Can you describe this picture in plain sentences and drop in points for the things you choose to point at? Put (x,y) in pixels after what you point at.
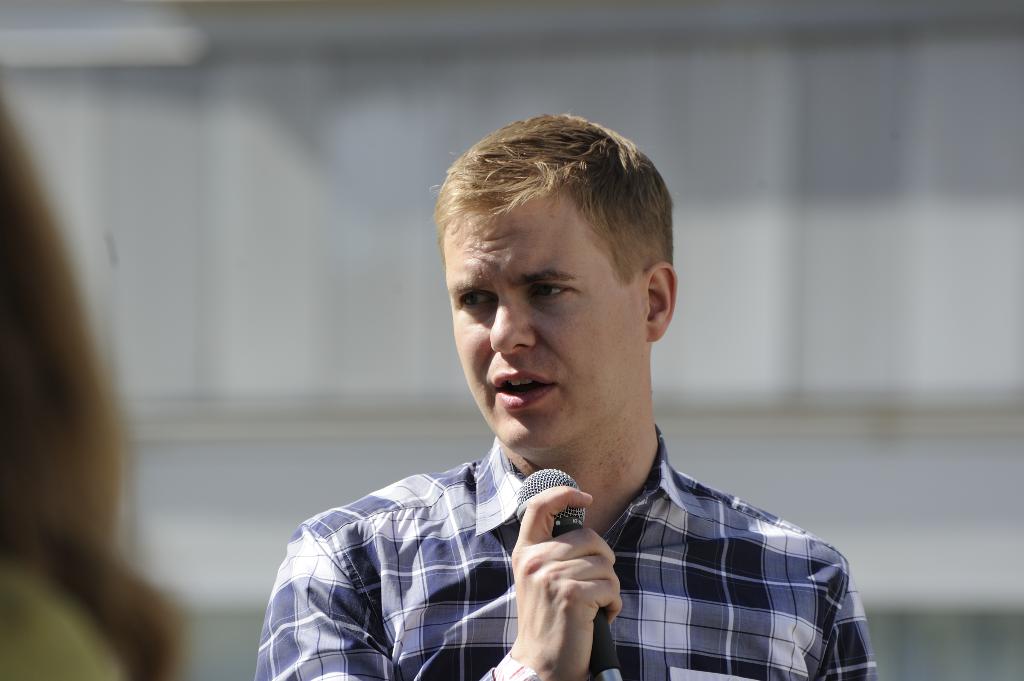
In this image we can see a man (574,322) standing and wearing a blue shirt (474,625), and holding a microphone (569,525) in the hand (543,523), and at here a person (52,390) is standing.
